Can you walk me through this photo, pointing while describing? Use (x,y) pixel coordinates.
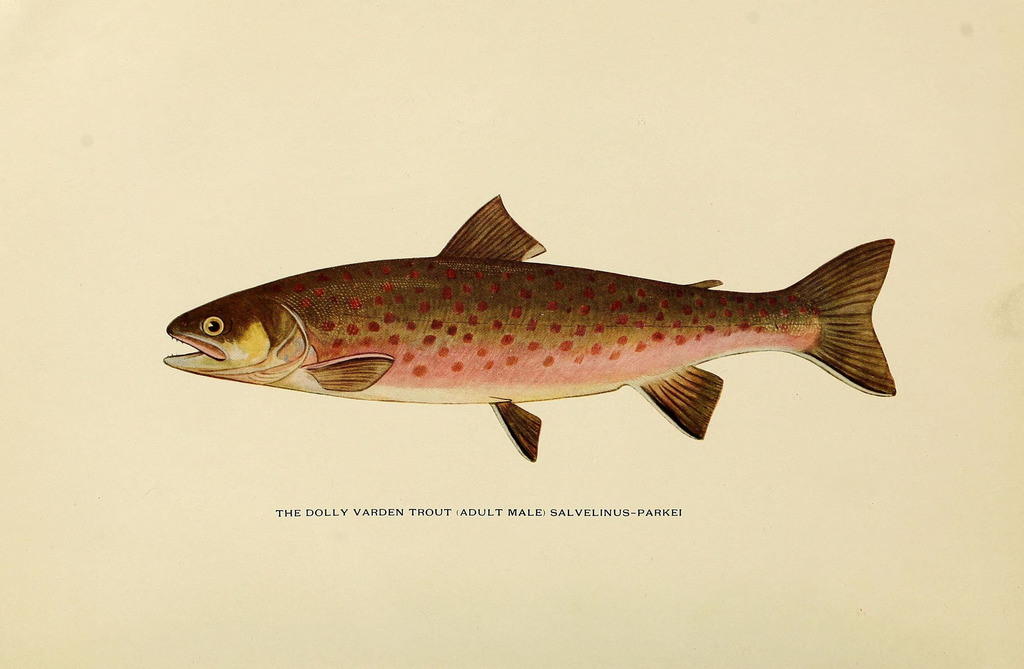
In this picture I can see the fish (479,394). I can see the text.
